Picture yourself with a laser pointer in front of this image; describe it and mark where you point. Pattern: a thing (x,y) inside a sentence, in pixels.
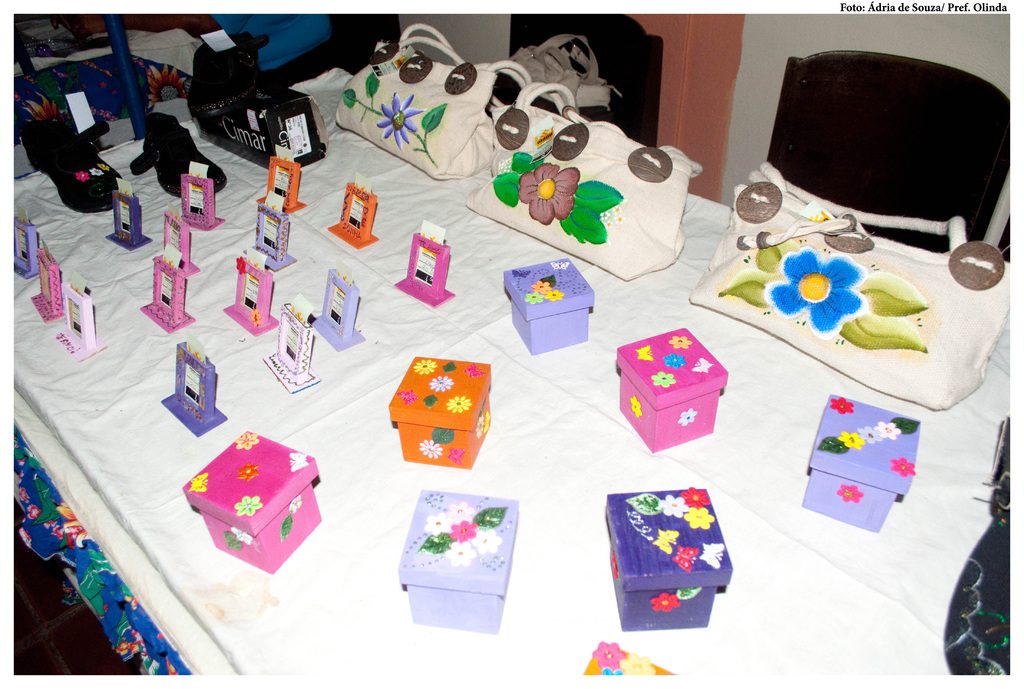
On the white color cloth (571,435) there are some boxes (242,487) with orange, pink and blue color. and to the left side (167,253) there are some handmade photo frames (176,356). And on the top (451,131) there are handbag (609,207) with flower painting (524,180) on it. And to the top (158,143) there are three shoes (144,147) which are in black color.
